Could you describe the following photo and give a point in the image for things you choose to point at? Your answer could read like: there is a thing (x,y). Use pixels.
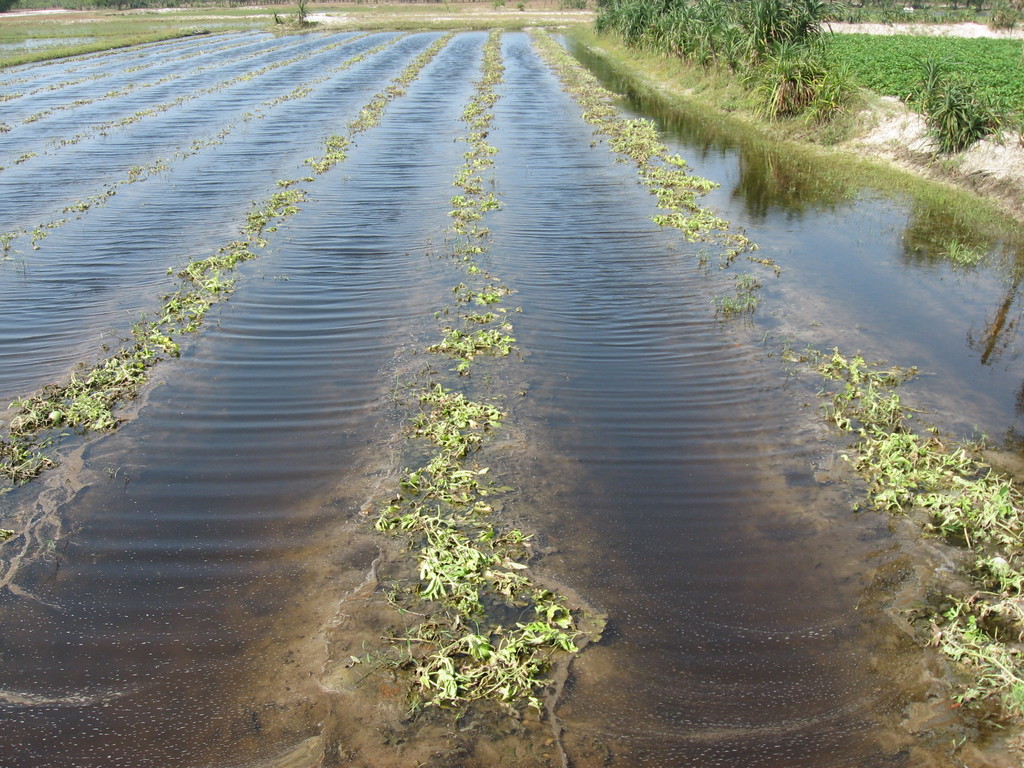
In this image, we can see field (406,259) with water (506,301) and in the background (798,36), there are plants (793,64).
